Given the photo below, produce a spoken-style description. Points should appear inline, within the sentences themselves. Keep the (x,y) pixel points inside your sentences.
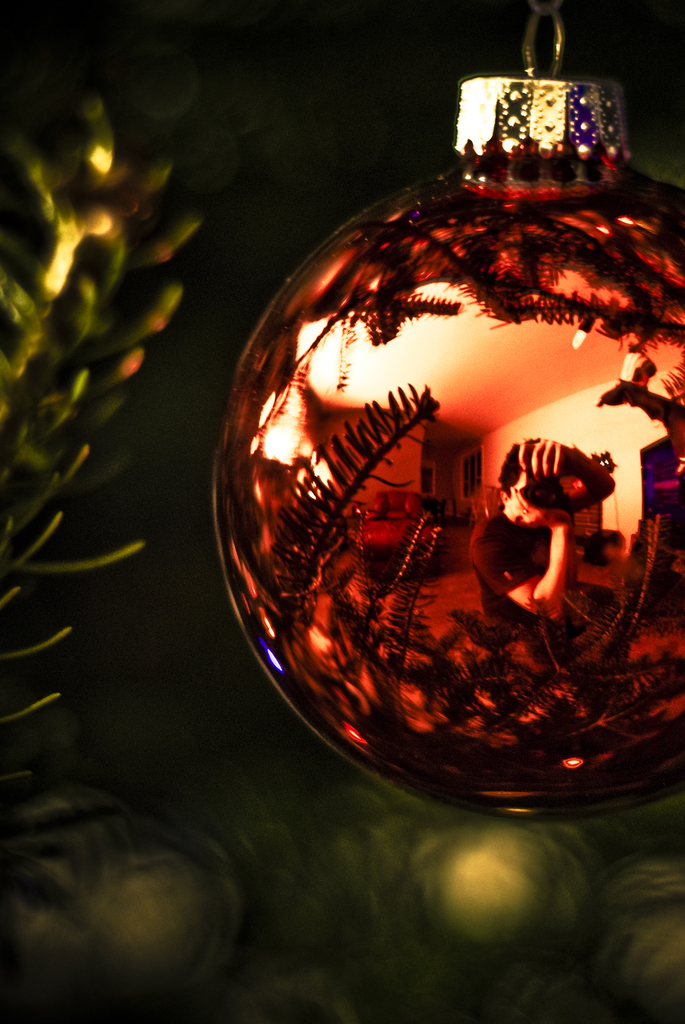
In this image there is a Christmas ornament (505,511) in the middle (418,390). On the left side (91,347) there is a Christmas tree (103,281) with the light (91,222). It seems like it is a red ball (489,388) in which we can see the reflections (527,463).
